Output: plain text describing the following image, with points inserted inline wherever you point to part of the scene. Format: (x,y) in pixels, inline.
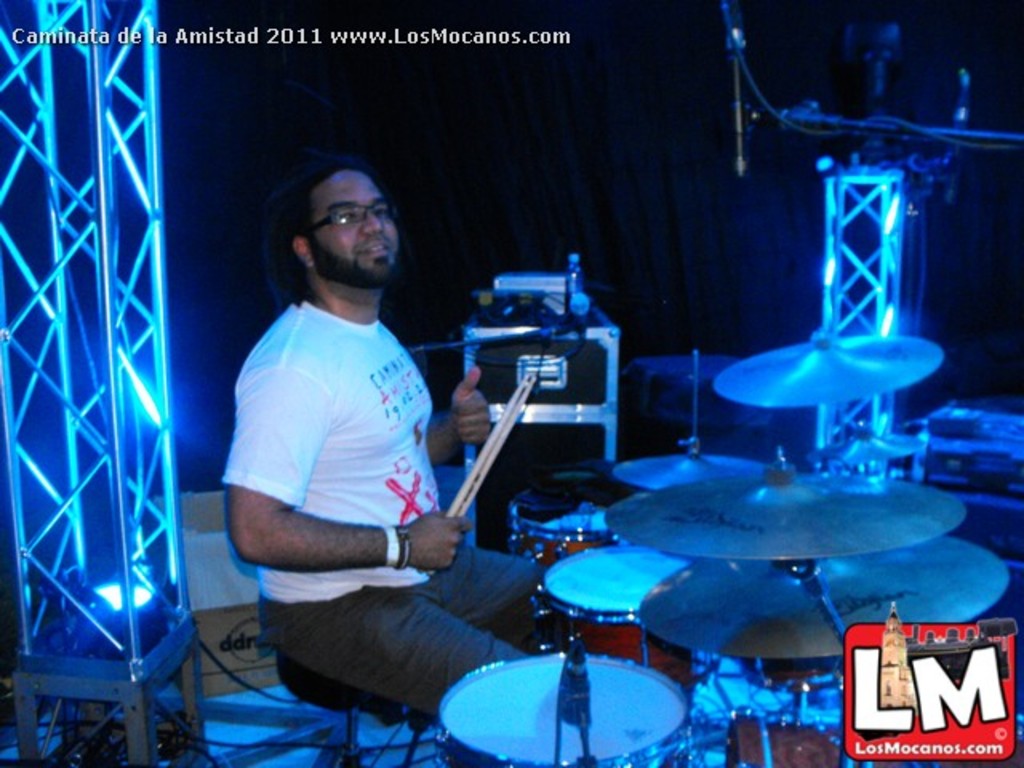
In this image in the front (578,568) there are musical instruments (551,548). In the center (398,439) there is a person (335,421) sitting and holding sticks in his hand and smiling. In the background (490,205) there are objects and there is a curtain (458,127) which is black in colour. On the left side (53,208) there is a stand (66,328).
